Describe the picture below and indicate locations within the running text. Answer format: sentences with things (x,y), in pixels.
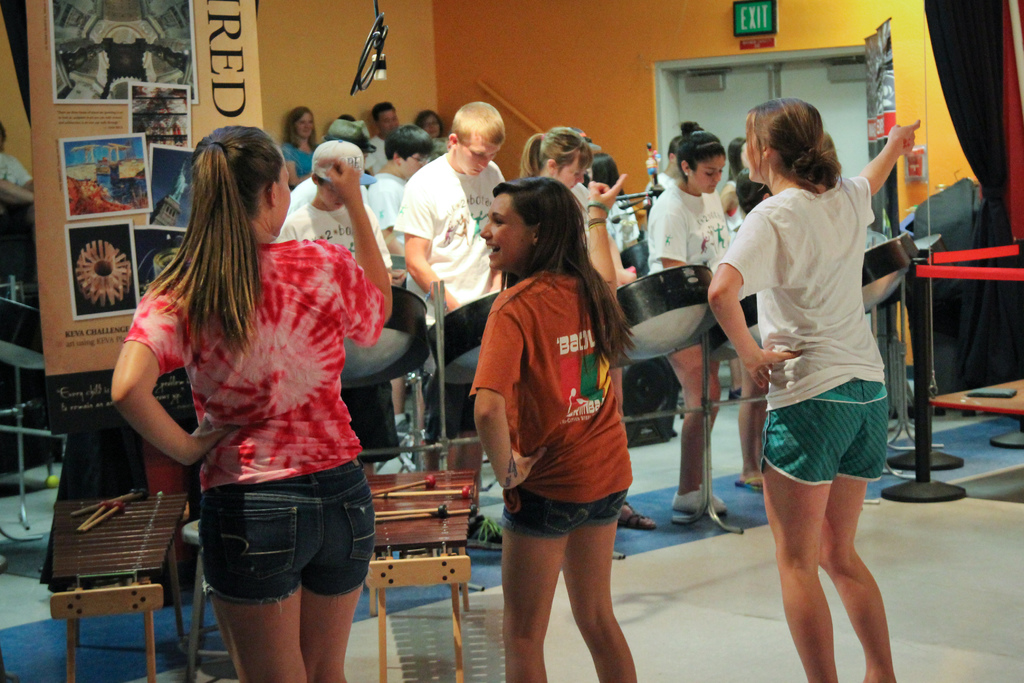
In front of the image there are three ladies (805,325) standing. In front of them there are few musical instruments (166,518). And also there are few people (566,137) standing. And there are posters (134,180) and banners (61,288). In the background (545,36) there is a wall (608,49) with a sign board (760,27) and also there are doors (851,71). On the right corner of the image (920,304) there are poles (921,320) and also there some other things (975,268). At the top of the image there is a wire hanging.
